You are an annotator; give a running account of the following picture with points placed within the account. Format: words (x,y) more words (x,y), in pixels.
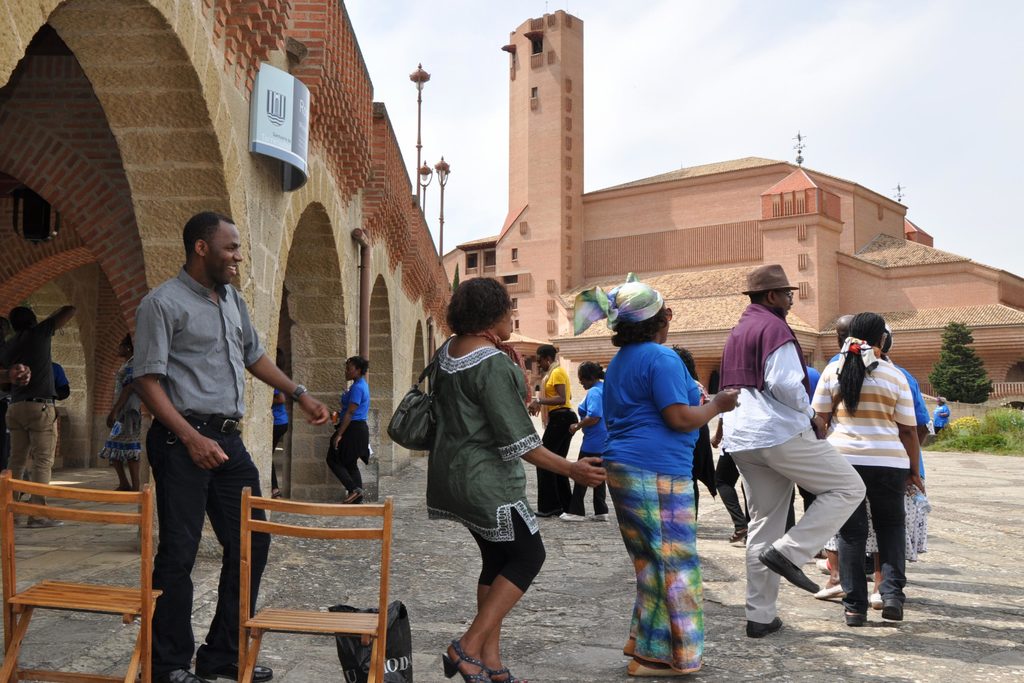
In this image I see people (458,332) who are on the path (933,550) and I see 2 chairs (11,475) over here and I can also see this man (240,520) is smiling. In the background (62,166) I see the building (237,19), street lights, plants (973,446), a tree (967,391) and the sky (640,140).
